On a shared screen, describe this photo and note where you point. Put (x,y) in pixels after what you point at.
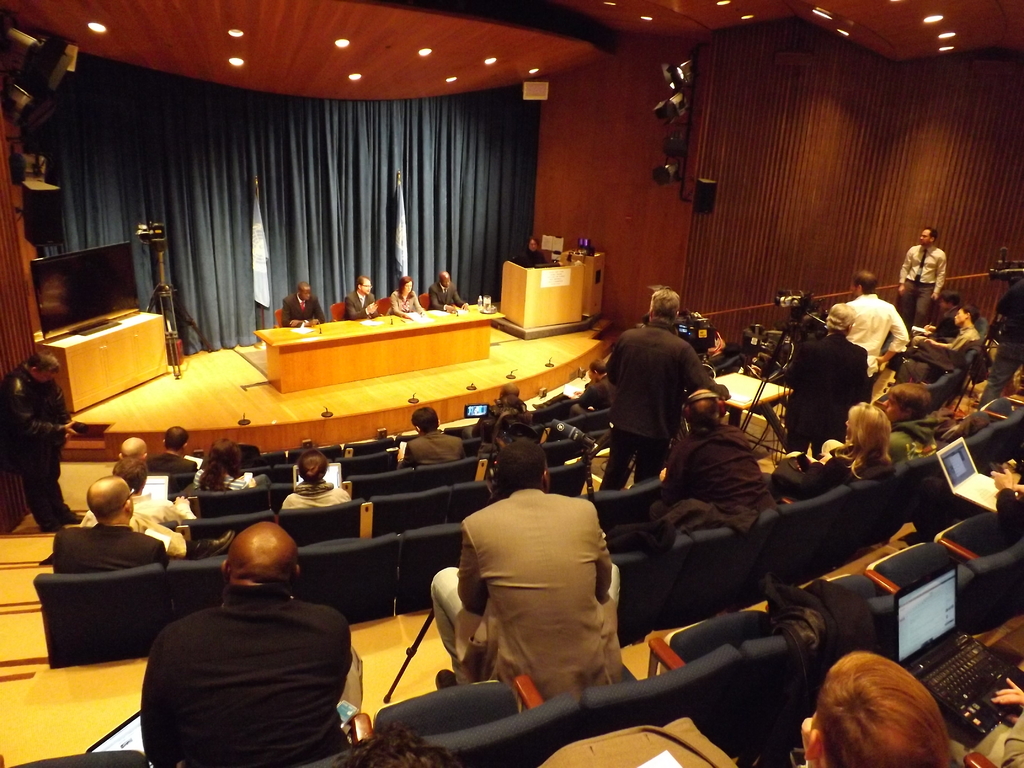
In the picture it is an auditorium (762,8), on the stage (207,355) few people (358,314) were sitting in front of the table (400,322) and around them there is a television (125,267), lights (682,138) and other equipment (162,291). In front of the stage (189,403) many people (548,630) are sitting on the chairs (460,510) and some of them are working with laptops (979,728), in between the people (708,388) there are few photographers (1003,331). In the background (146,179) there is a curtain (351,206).
